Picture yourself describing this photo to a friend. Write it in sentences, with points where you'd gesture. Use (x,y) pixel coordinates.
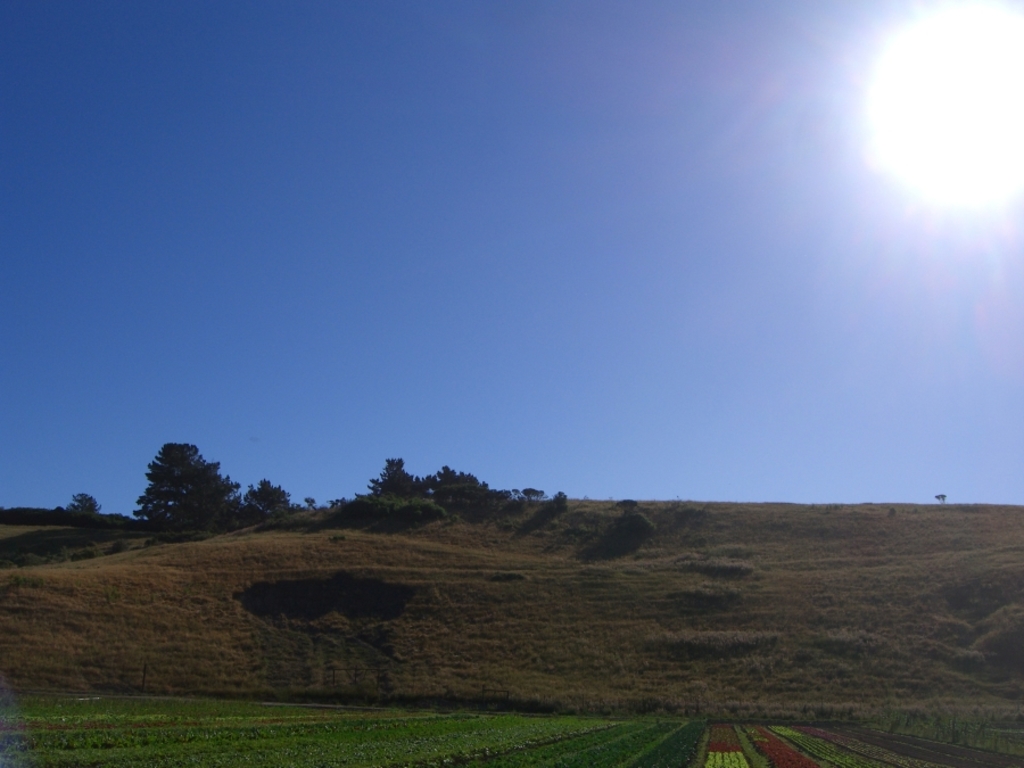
This picture is clicked outside the city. In the foreground (288,749) we can see the green grass (588,740). In the center (608,510) we can see the plants (347,518) and tree (207,477). In the background (907,305) there is a sky (663,114) and the sun (909,147).
